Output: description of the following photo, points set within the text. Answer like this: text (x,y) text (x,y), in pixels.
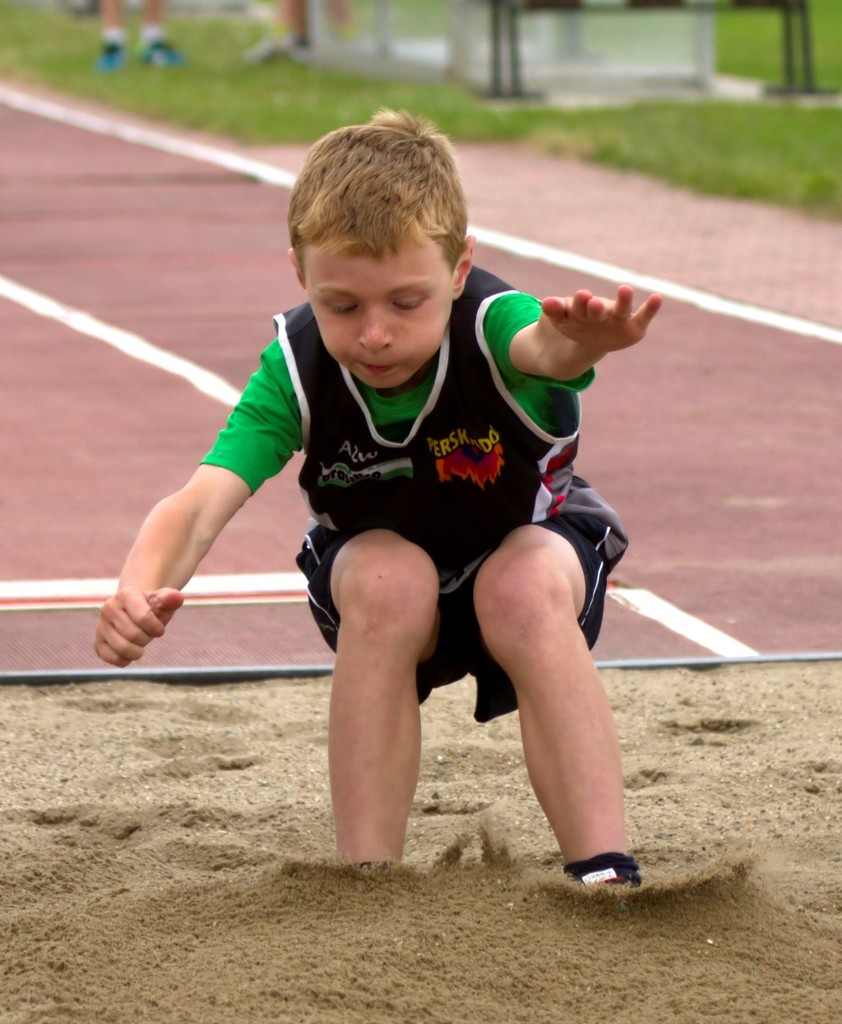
In the image we can see there is a kid (409,616) standing on the sand pit (465,899) and behind there is another person (162,41) standing on the ground (215,88). There is grass (305,94) on the ground (206,56) and background of the image (173,32) is little blurred.
